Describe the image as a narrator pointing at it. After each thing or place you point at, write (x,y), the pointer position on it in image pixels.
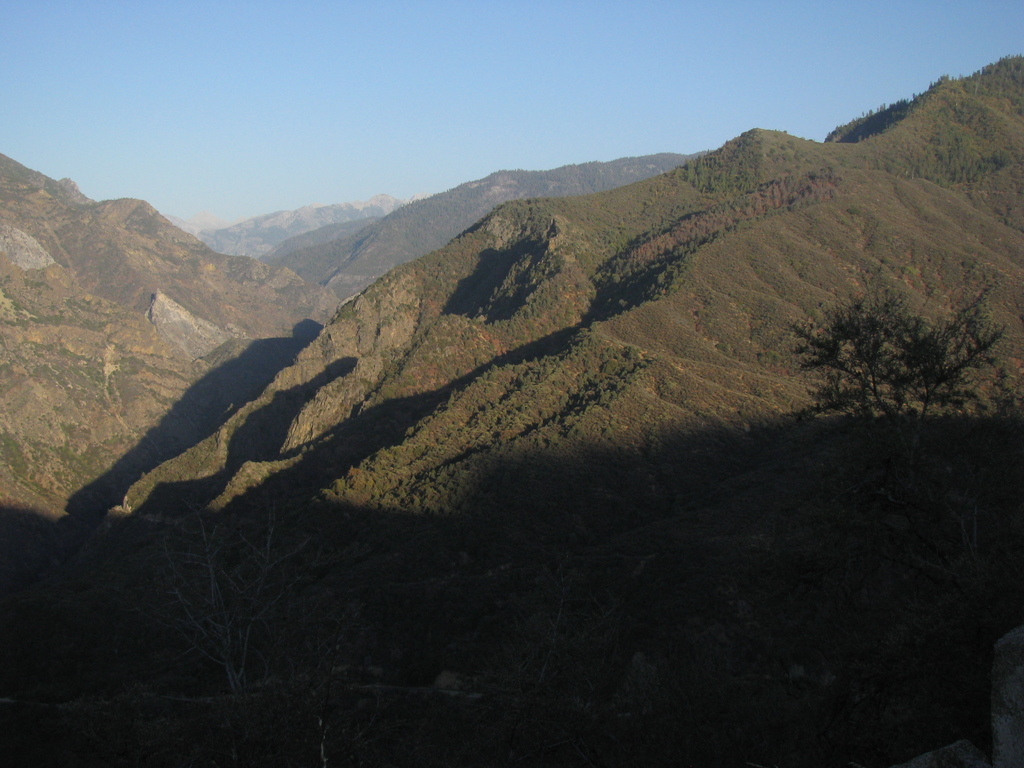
In the picture I can see trees (633,296), hills (380,511) and the blue sky (250,166) in the background (398,164).
